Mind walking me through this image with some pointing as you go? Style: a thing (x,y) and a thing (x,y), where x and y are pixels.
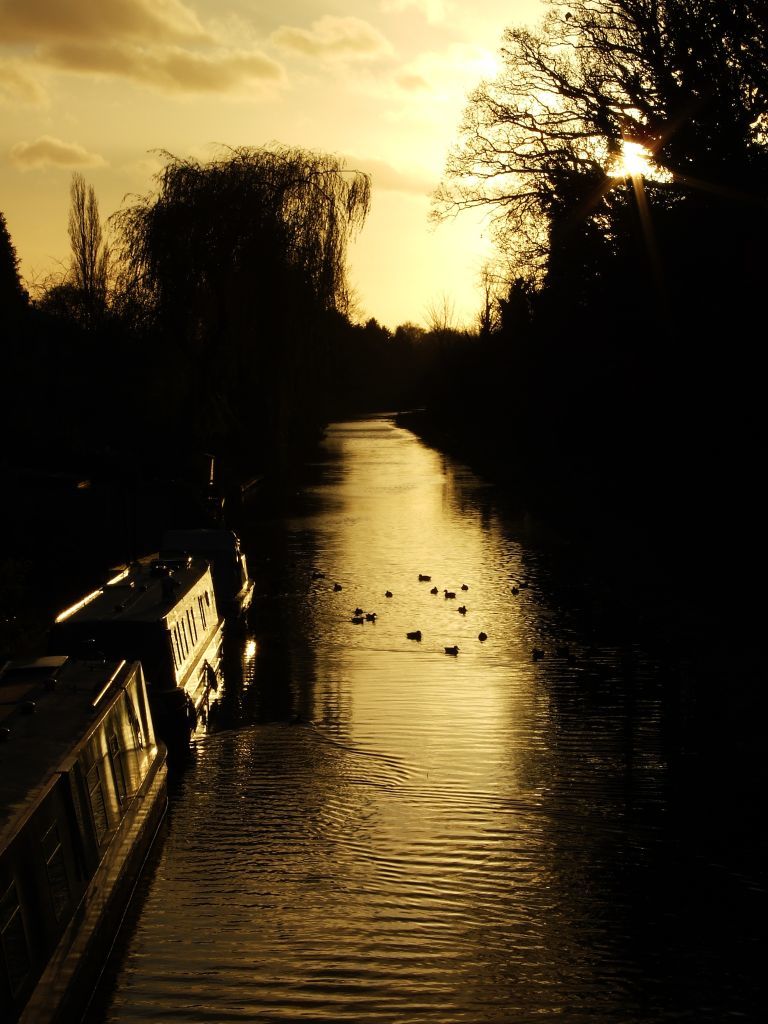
In this image, we can see a canal (381,476) in between trees (496,337). There is an object (65,812) in the bottom left of the image (47,725). There is a sky (186,76) at the top of the image (387,105).
